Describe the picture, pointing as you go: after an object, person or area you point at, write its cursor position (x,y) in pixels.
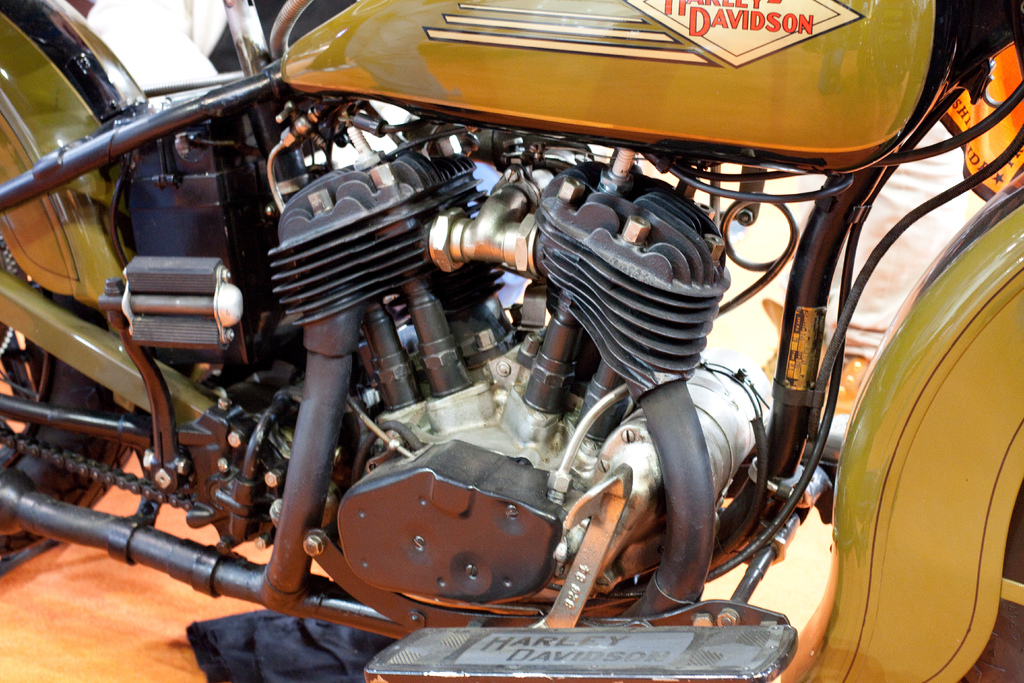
In the picture we can see a engine (623,283) of the motorcycle (925,464) with pipes (275,585), wires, gear rod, chain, part of tire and a petrol tank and name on it as Harley Davidson.
